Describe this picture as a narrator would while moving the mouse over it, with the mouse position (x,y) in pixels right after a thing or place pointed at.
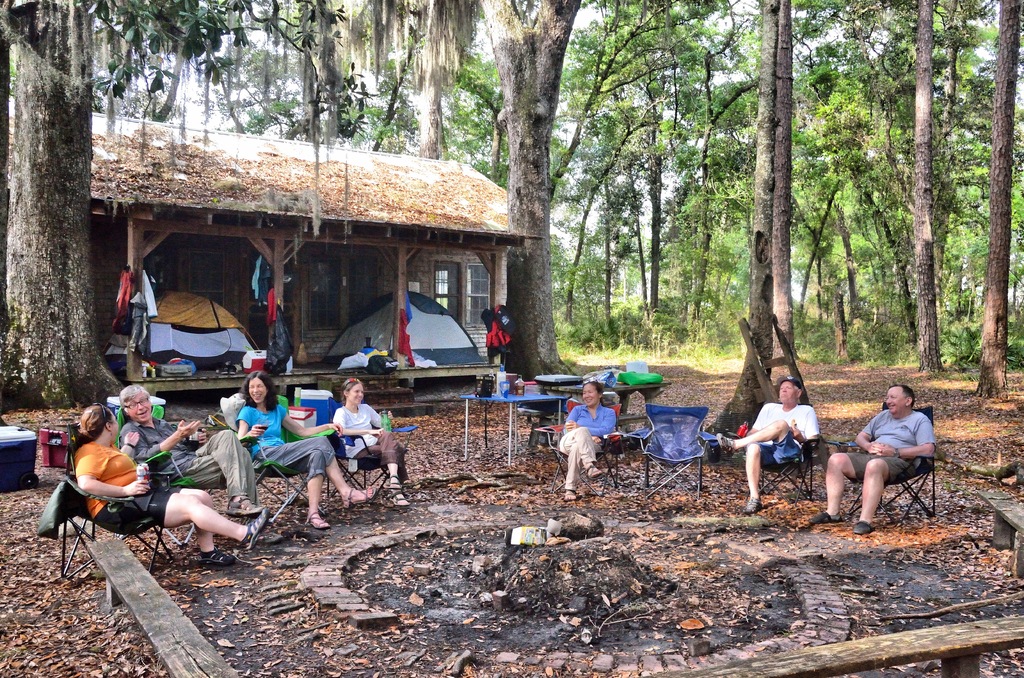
In this image we can see a few people (340,480) sitting on the chairs (651,459), some of them are holding glasses (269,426), there are benches (1008,620), rocks (471,523), bags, boxes (480,382), there are tents (462,341), a house (265,246), clothes (130,275), there are leaves (494,417) on the ground (509,455), there are plants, trees (37,382), grass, also we can see bottles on the table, and the sky (713,79).
